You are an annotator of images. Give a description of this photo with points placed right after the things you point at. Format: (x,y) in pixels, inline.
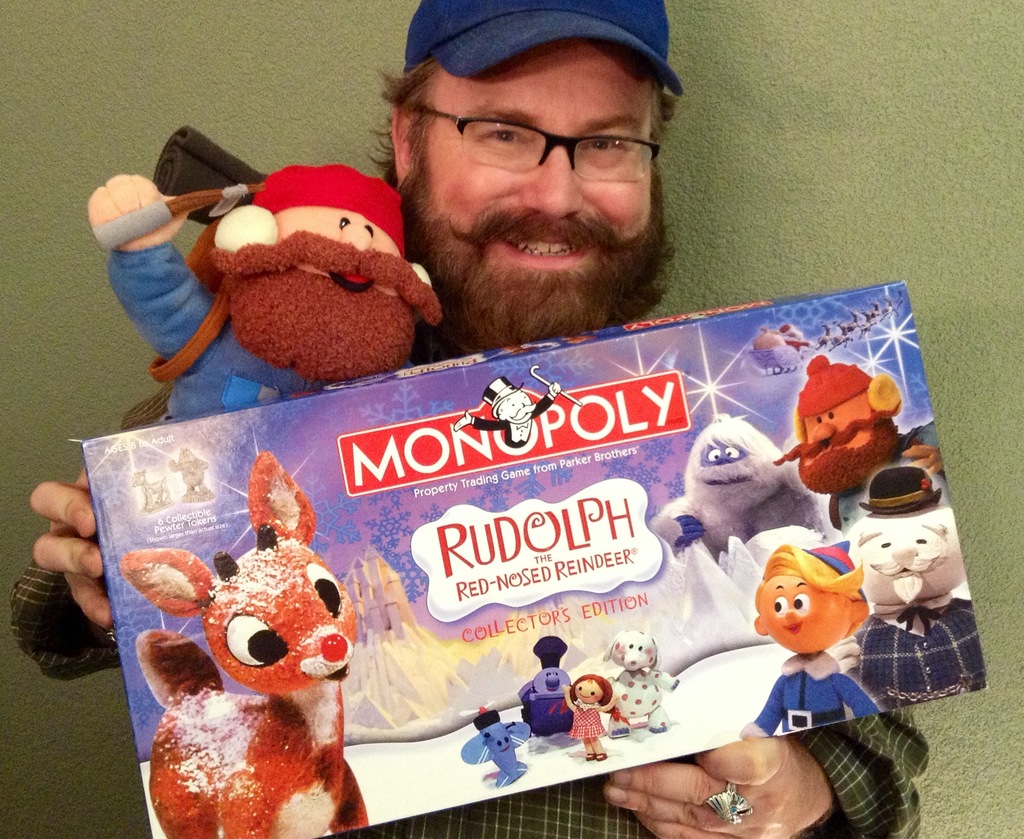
In this image I can see a man (497,94) in the front (542,101) and I can see he is holding a box (291,434). On the box (408,653) I can see few cartoon characters (538,671) and on it I can see something is written. I can also see he is wearing a specs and a blue color cap (645,15). On the left side of this image (232,235) I can see a soft toy (142,270).
